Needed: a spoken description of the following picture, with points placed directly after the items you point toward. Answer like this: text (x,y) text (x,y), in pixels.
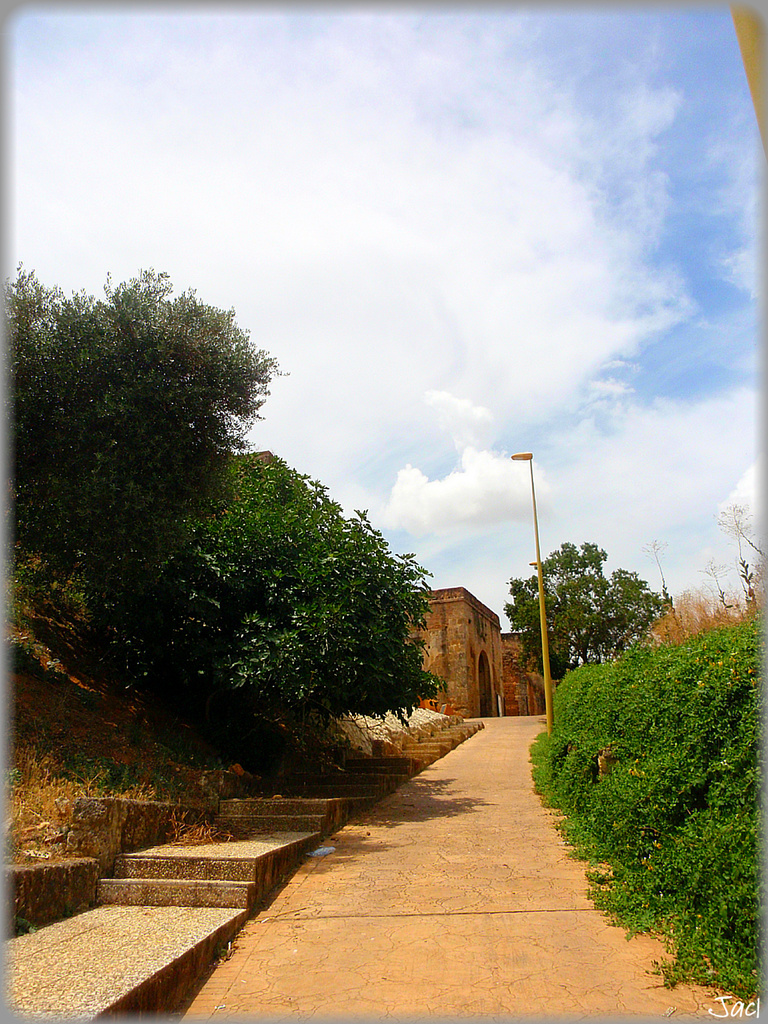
In the picture I can see the road (426,920), steps (457,723), trees (35,514) on the either side of the image, we can see pole (544,618), stone building (521,673) and the sky (419,307) with clouds (447,270) in the background (419,307).
